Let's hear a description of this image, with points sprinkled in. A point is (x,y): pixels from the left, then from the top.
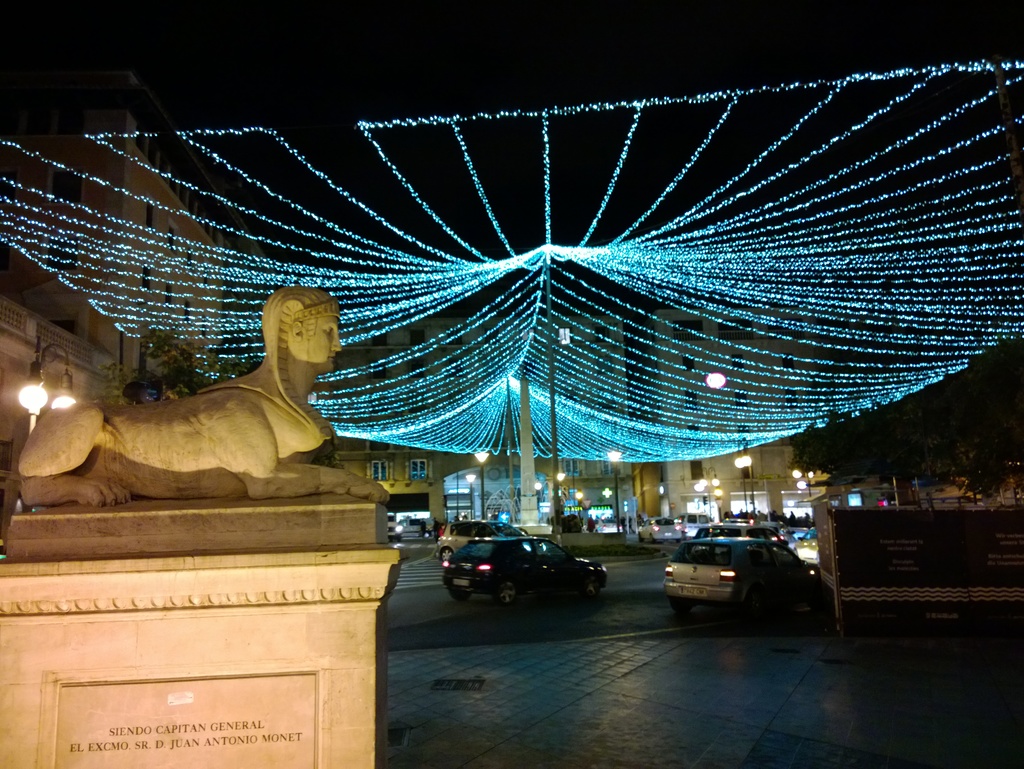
In this image we can see the buildings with lights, in front of the building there are vehicles (735,575) on the road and we can see the lights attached to the pole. We can see the sculpture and text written on the pillar (316,681) and the wall (933,589) with board (936,562) and text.
